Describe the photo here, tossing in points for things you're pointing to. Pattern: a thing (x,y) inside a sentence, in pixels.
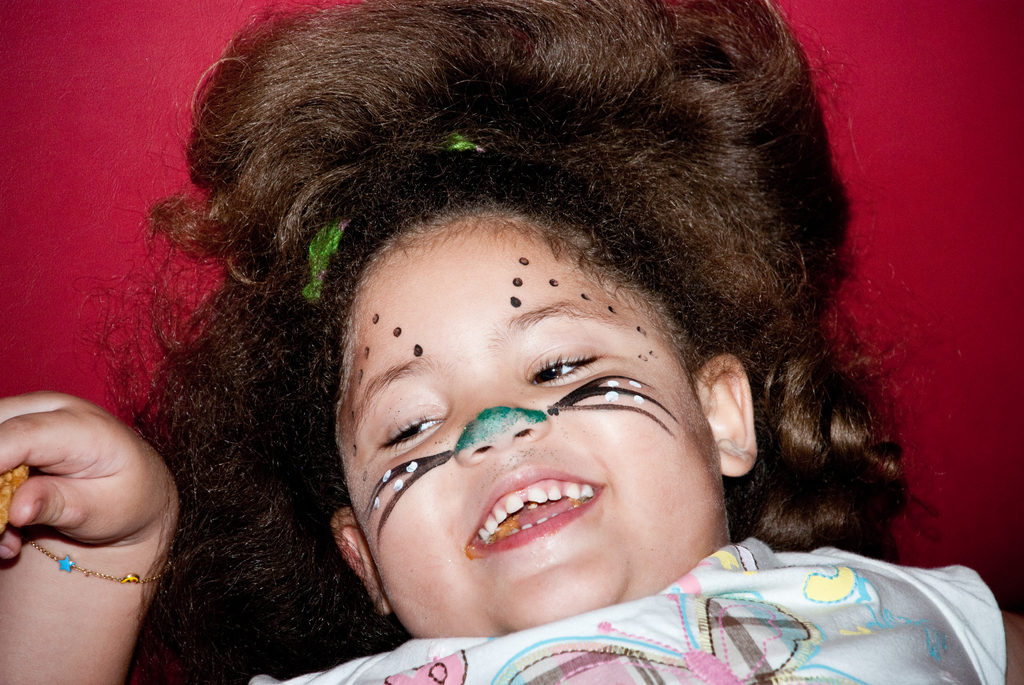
This image consists of a girl (465,616) lying on the floor (927,423). In the background (841,155), we can see a cloth (71,95) in red color. On her face (456,476) there are colors. It looks like a halloween.
